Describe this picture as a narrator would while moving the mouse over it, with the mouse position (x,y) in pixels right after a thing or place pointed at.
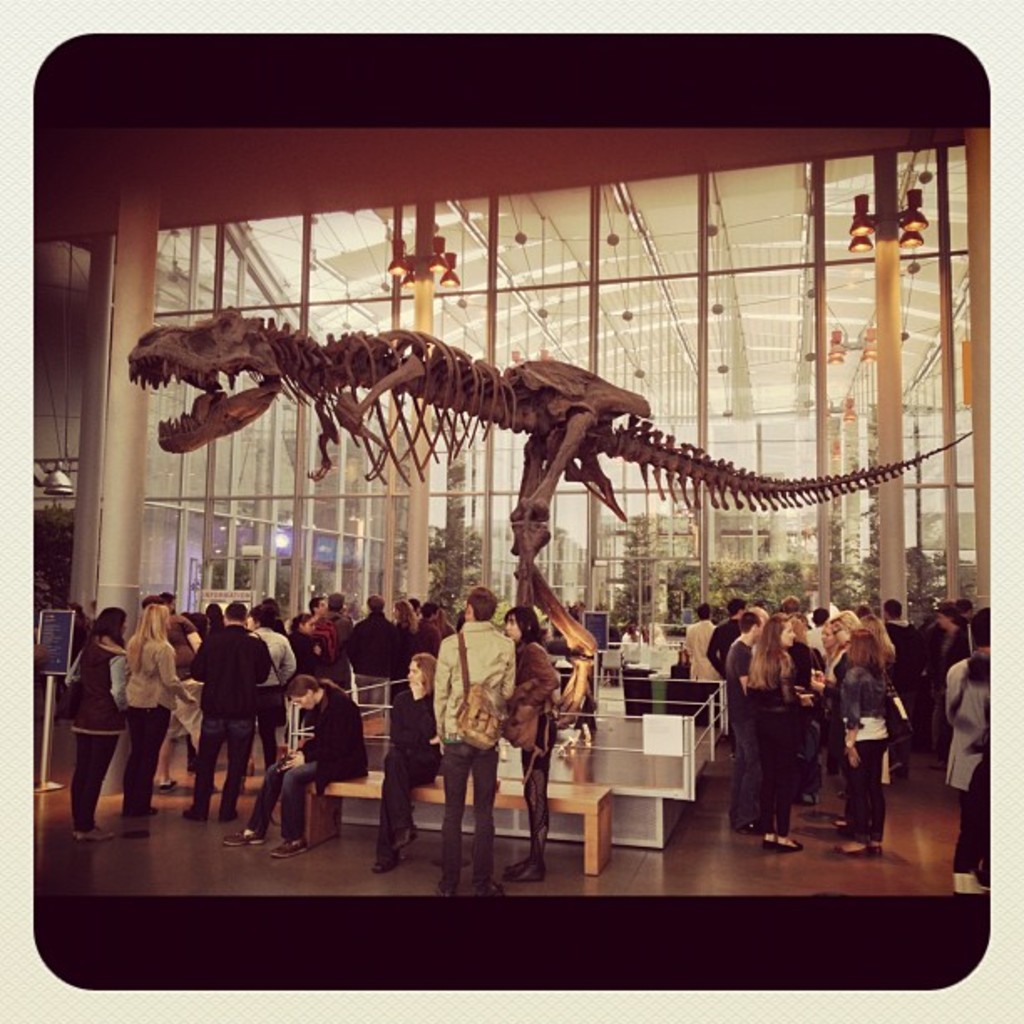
Here in this picture we can see a photograph, in which in the middle (353,345) we can see a skeleton of a dinosaur (464,441) present over there and around it we can see number of people (775,732) standing and looking it and on the top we can see lights (862,229) present over there and we can also see some benches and tables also present over there and behind that in the far we can see plants (435,553) and trees (724,582) present and we can also see a shed (619,419) present over there.
